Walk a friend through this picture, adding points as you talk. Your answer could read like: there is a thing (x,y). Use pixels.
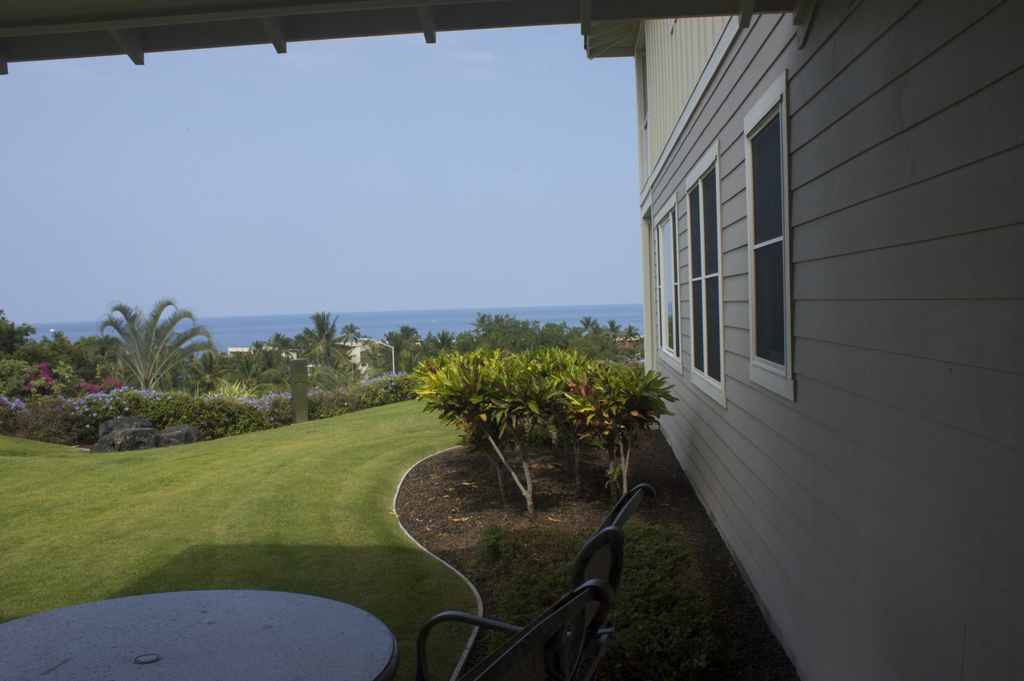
In this picture we can see a table (215,615), building (678,337) with windows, trees (562,373), grass (275,441) and in the background (375,235) we can see the sky (331,216).
